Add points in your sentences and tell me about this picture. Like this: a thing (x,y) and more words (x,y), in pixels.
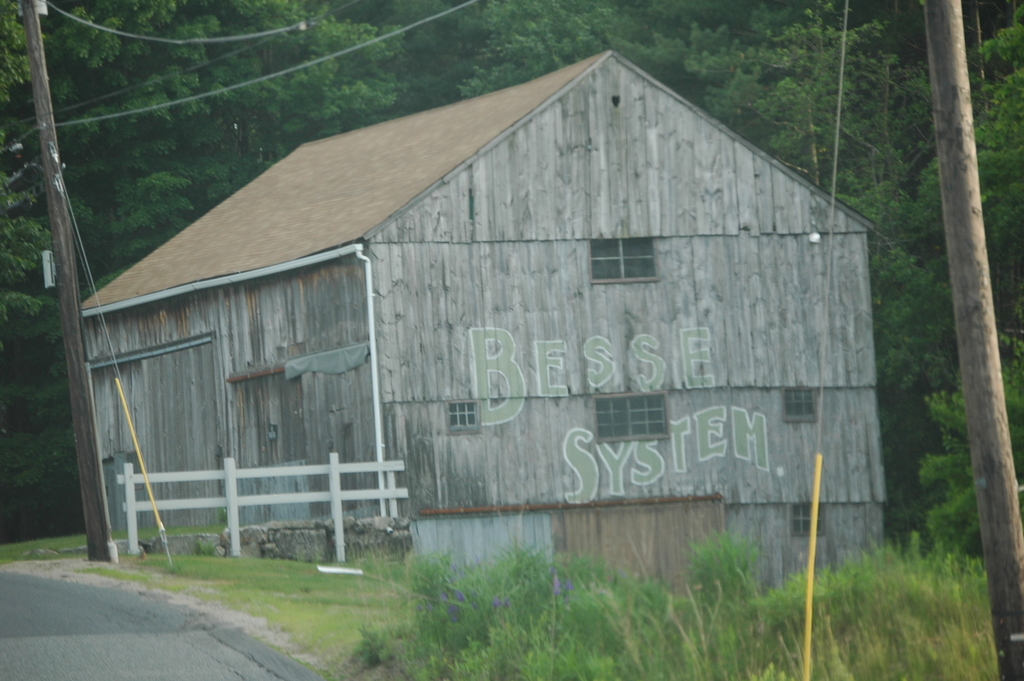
In this picture we can see the road (83,631), fence (334,483), poles (64,321), house (269,295) with windows (656,431), plants (690,638), wires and in the background (216,58) we can see trees (299,78).
